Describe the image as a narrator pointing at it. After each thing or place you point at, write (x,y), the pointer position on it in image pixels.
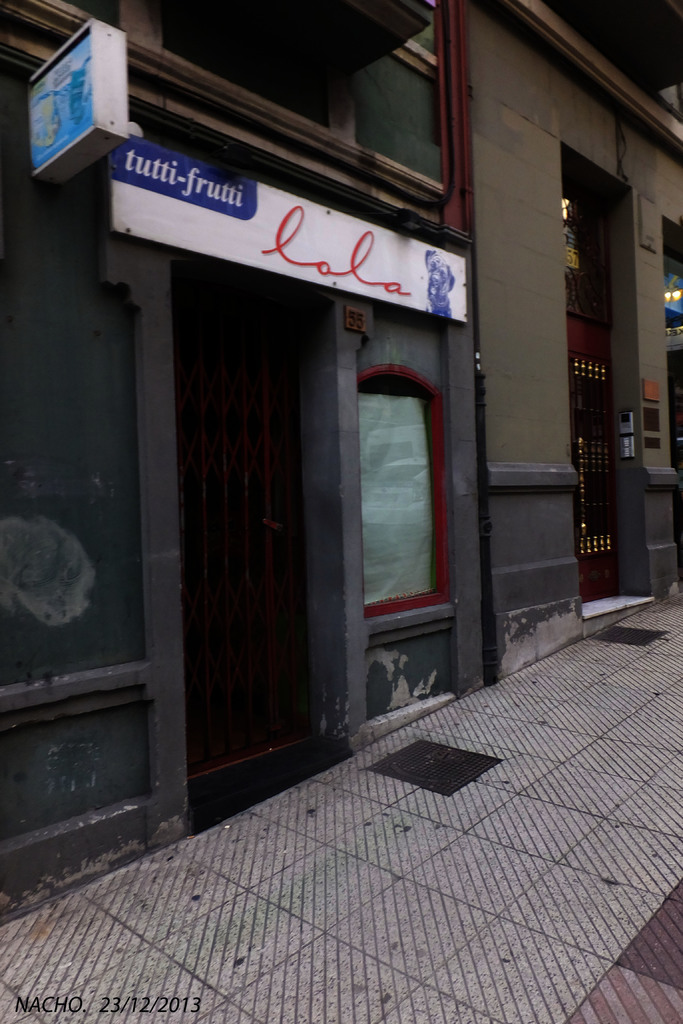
This picture is clicked outside. On the right (497,757) we can see the pavement (448,874). On the left (132,337) we can see the buildings (476,365) and there is a text (391,280) on the board (382,263) which is attached to the building (409,192) and we can see the doors (599,426) and the lights (676,298).
